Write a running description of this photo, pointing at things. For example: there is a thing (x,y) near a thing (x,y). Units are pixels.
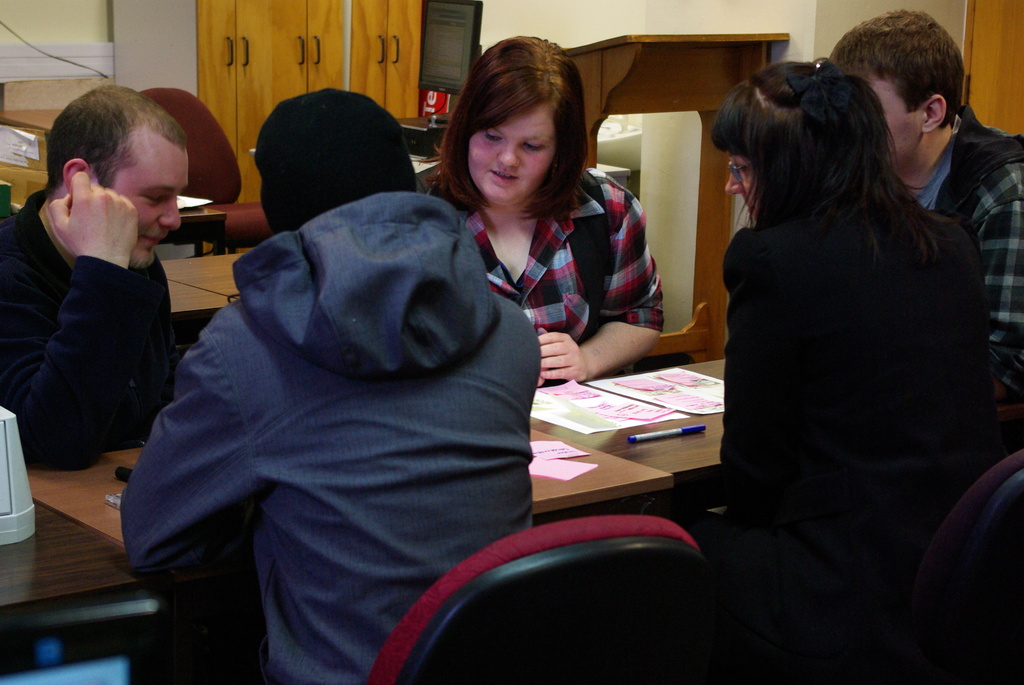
In this image we can see a few people (623,266) sitting on the chairs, there are tables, on one table (537,418), there are papers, pens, and an object (10,477), there are cupboards (240,107), and a podium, also we can see the wall (656,129).
